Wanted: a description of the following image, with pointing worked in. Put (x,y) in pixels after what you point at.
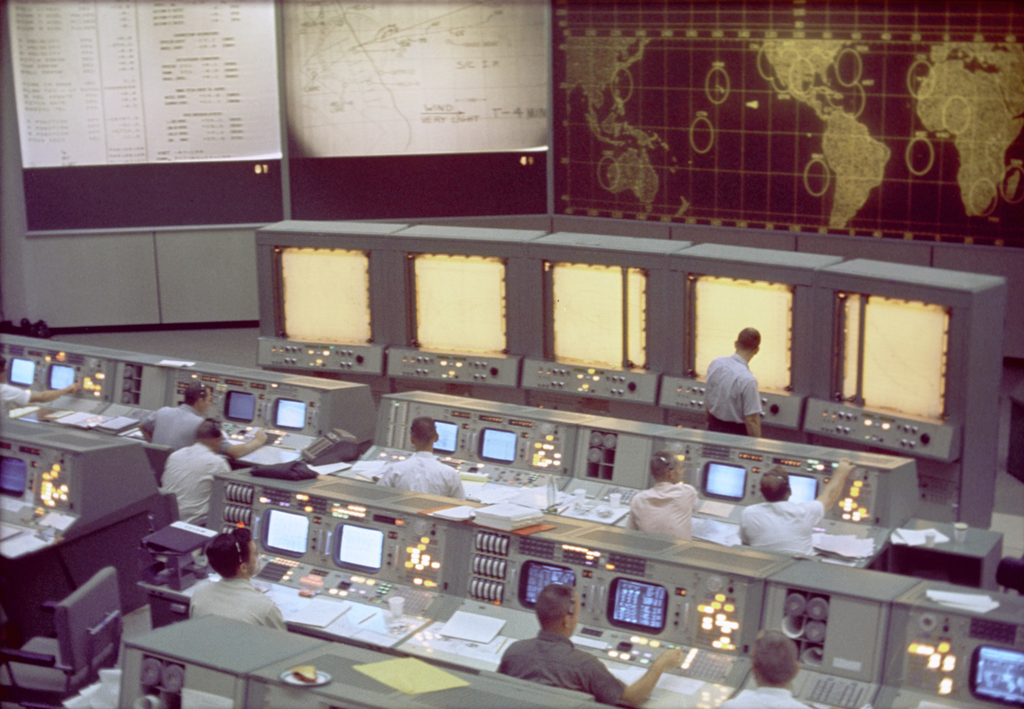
Here we can see few persons (412,435) sitting at the monitors (369,559) and on the table (384,620) we can see papers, glasses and some other items (332,456). In the background (387,235) there is a screen (74,66), boards (59,55) and a person (718,363) standing on the floor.
